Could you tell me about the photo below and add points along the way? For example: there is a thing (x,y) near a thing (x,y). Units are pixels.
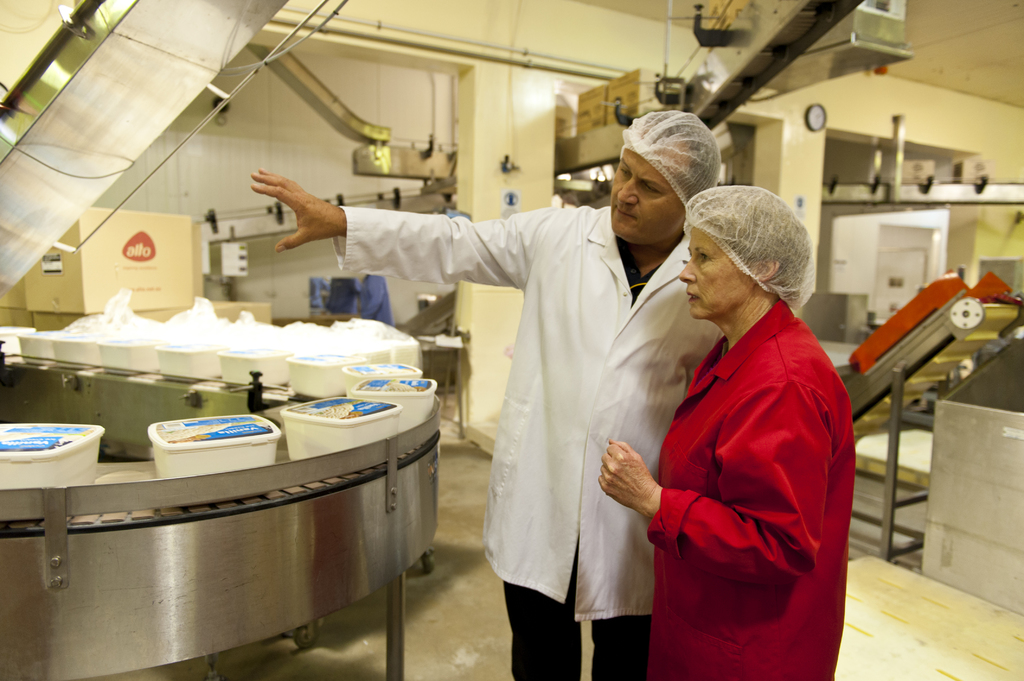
In this picture I can see a man (568,459) and woman (626,450) are standing. The man (572,403) is wearing white color clothes (539,360) and woman (712,433) is wearing red color clothes (744,469). In the background (485,170) I can see pillars (496,177), boards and some other objects (507,164) attached to the wall (455,139). On the left side (45,463) I can see some white color boxes (308,443) on a metal object (223,545) and some boxes (142,279) on the floor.
